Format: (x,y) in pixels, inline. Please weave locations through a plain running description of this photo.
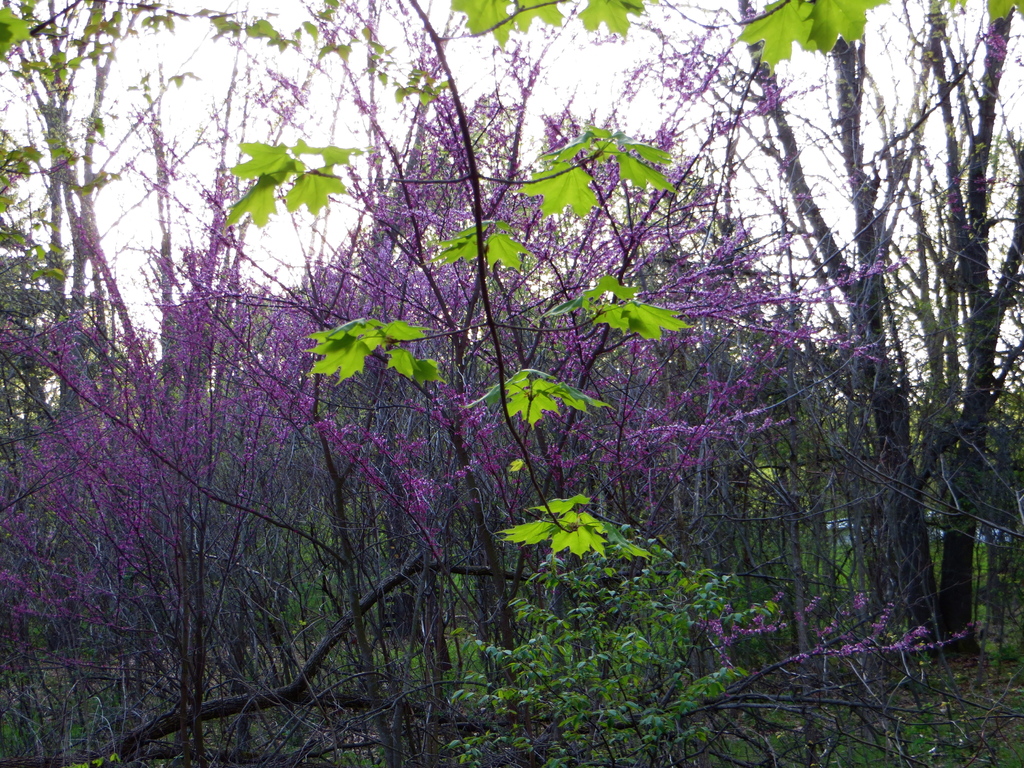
As we can see in the image there are trees (519,319) and grass (911,751). On the top (243,64) there is sky (243,64).
